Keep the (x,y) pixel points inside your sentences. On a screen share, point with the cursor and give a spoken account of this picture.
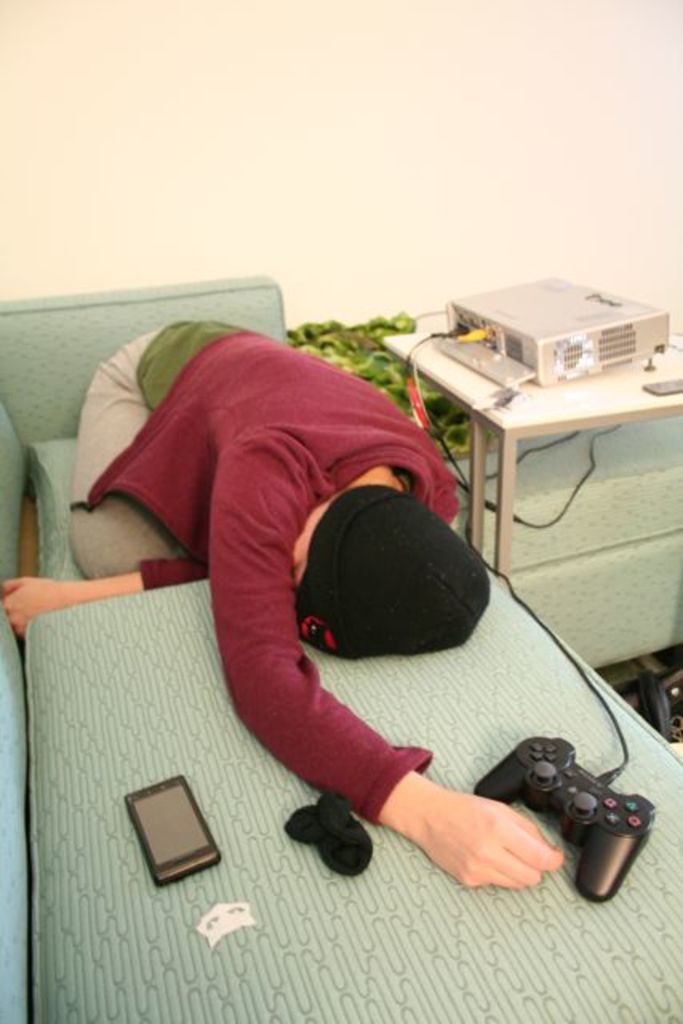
the person (249,412) wearing a red jacket (261,434) and a black cap (363,584) is sleeping on sofa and there is a joystick (544,746).
